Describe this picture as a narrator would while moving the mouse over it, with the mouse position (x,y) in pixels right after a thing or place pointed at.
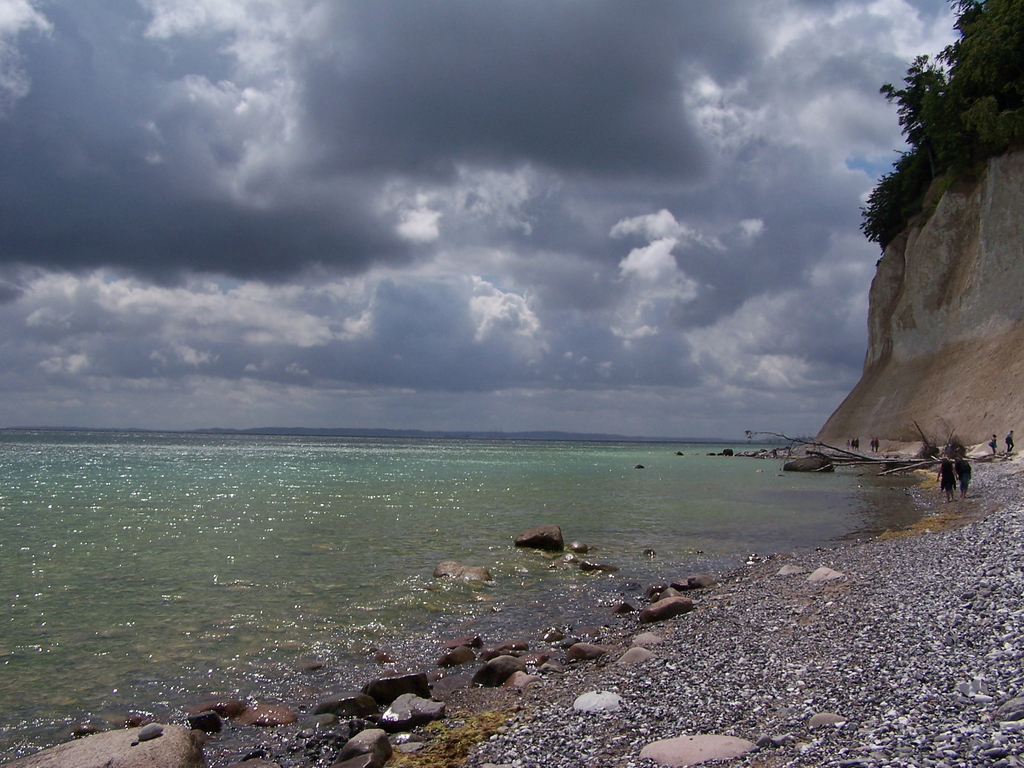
There is a sea (510,571) at the bottom of the image (829,512). On the right side of the image (981,564), we can see a mountain (970,253), greenery (981,79), stones (867,590), wood (883,458) and people (1009,446). At the top of the image (415,170), we can see the sky (517,186) with clouds (448,206).
